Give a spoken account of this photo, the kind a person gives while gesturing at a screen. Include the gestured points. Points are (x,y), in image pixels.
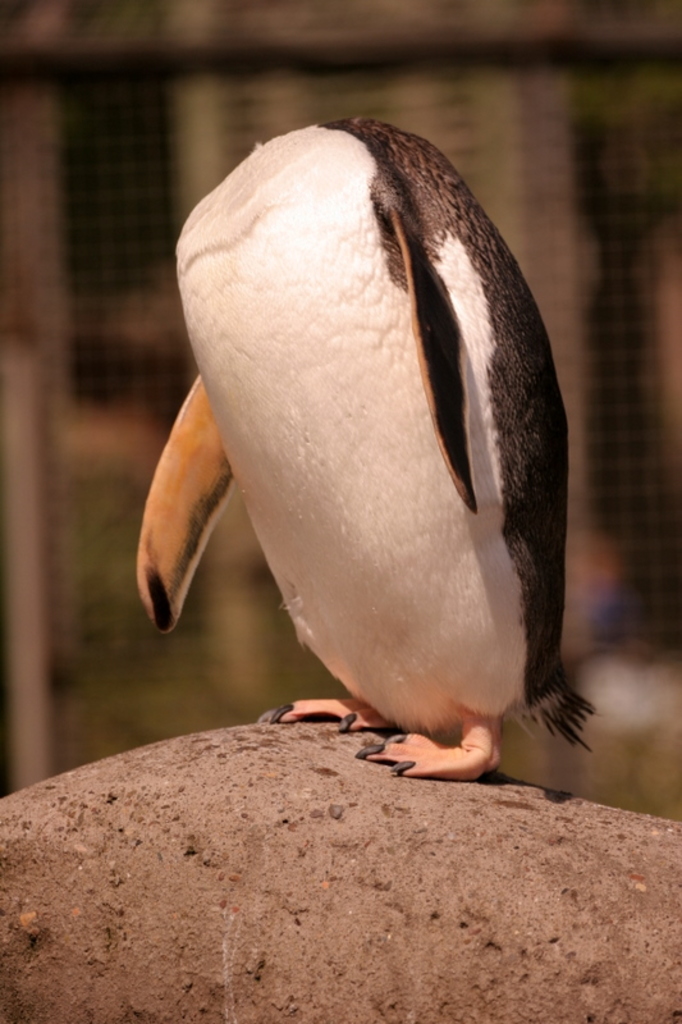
In this image there is a penguin (322,633) standing on the rock (283,891). Behind it there is a fence (1,590).
